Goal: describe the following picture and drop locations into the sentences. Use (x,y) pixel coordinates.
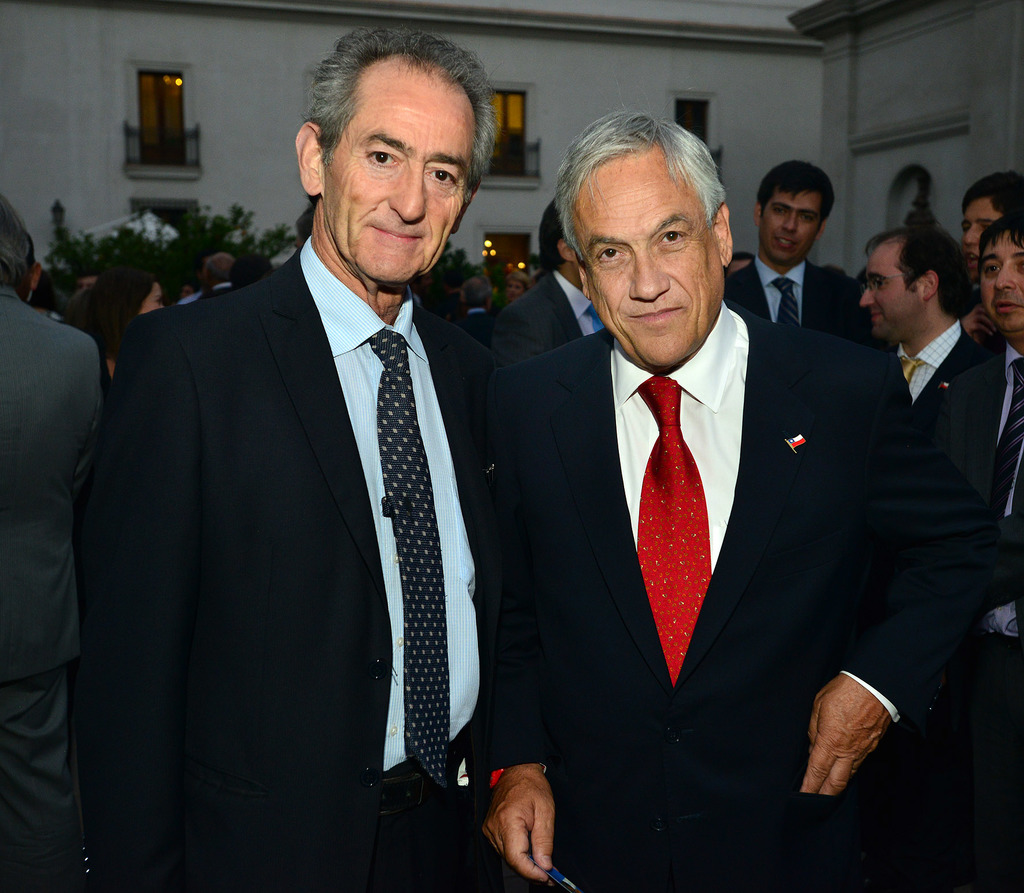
In this image I can see few persons (419,425). In the middle of the image (415,315) I can see two persons (507,584). In the background (250,102) I can see a building (42,196).
